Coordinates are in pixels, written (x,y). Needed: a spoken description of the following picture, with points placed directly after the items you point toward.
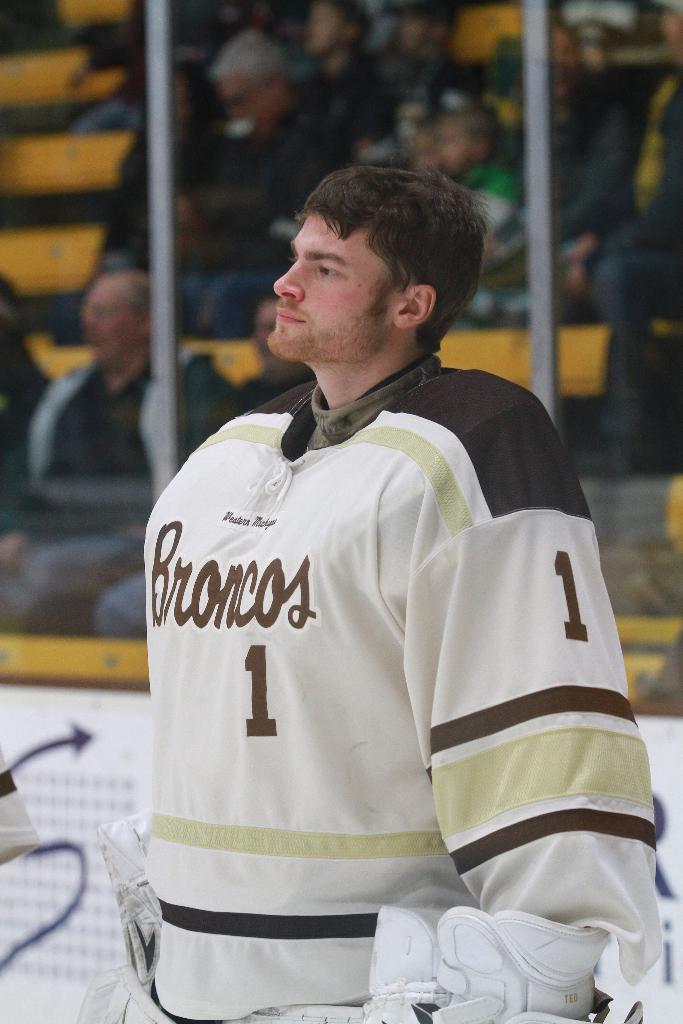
In the image there is a man (246,959) with costume (202,789) is standing. Behind him there is a poster (43,804) and also there rods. Behind the rods (171,195) there are few people (574,121) sitting.
